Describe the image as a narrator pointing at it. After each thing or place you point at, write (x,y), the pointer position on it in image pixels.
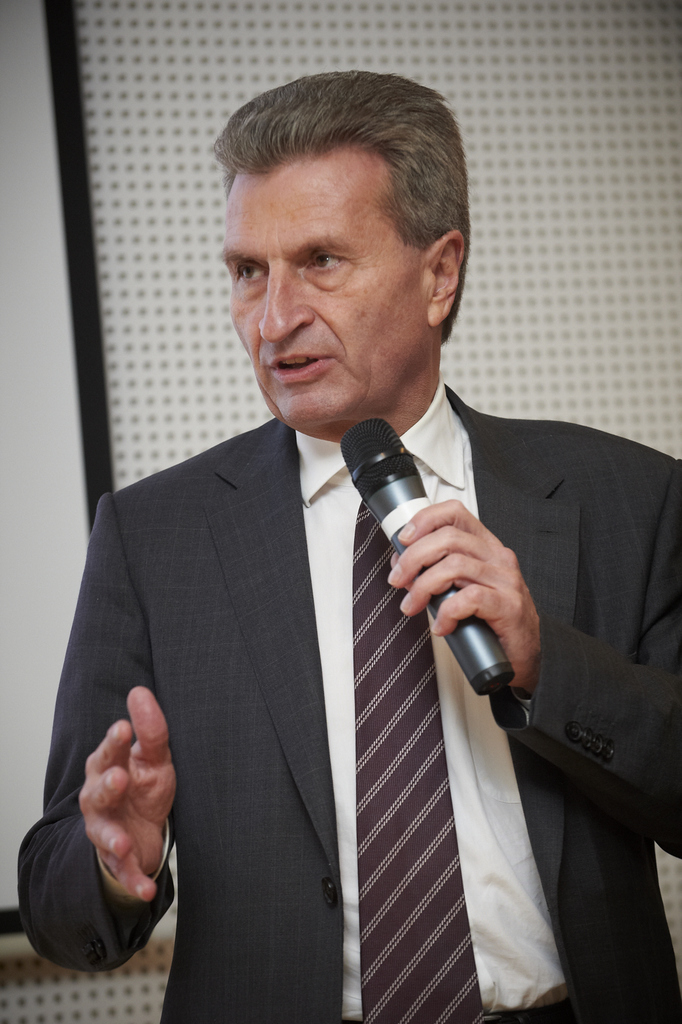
In the picture we can see a man (275,542) talking into microphone (480,624) and holding it, man (195,643) is wearing a black color blazer (223,718) and a brown tie (394,598) and white shirt (459,471) in the background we can see a wall (633,287) with black frame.
